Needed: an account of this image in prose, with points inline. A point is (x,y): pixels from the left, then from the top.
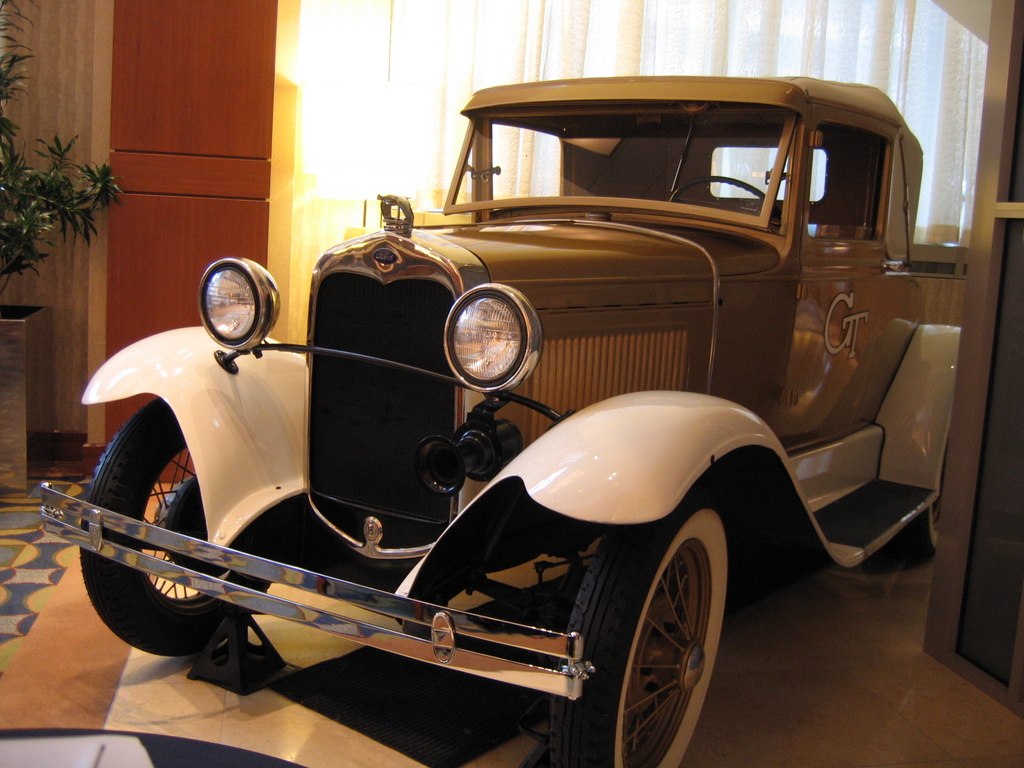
In this picture we can see vintage car (557,422) in the room (241,707). Behind we can see white curtain (841,10) and wooden panel wall (213,226).
